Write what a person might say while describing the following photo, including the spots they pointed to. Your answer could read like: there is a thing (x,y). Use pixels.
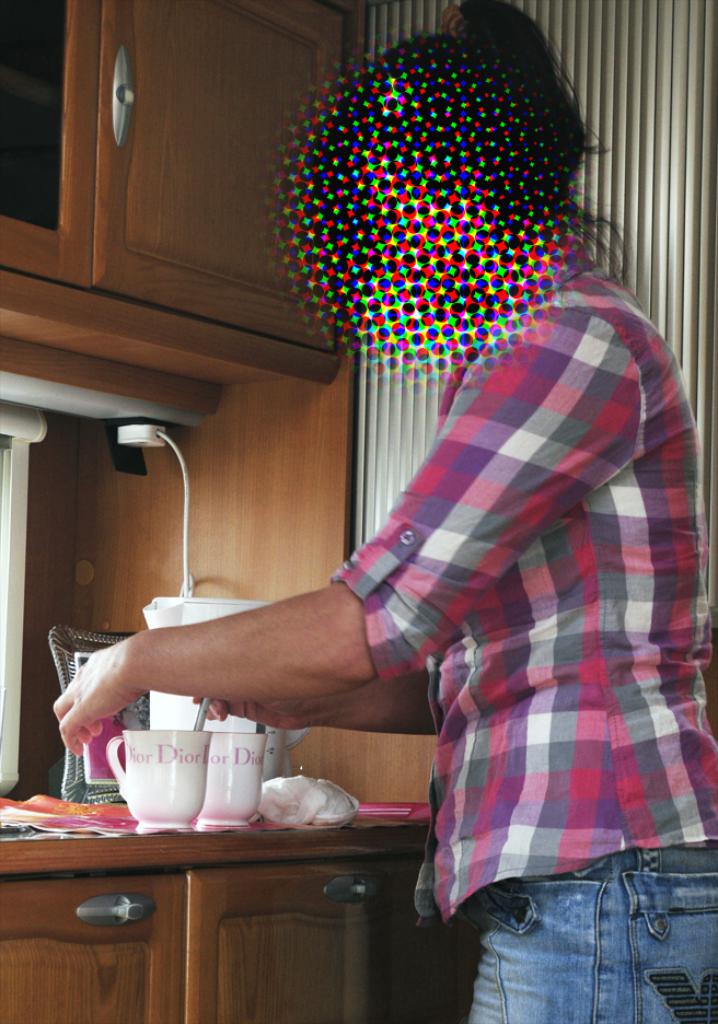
In this image we can see a person (551,688) wearing pink shirt (464,632) is standing. We can see two cups (206,791) on the table (134,865).
